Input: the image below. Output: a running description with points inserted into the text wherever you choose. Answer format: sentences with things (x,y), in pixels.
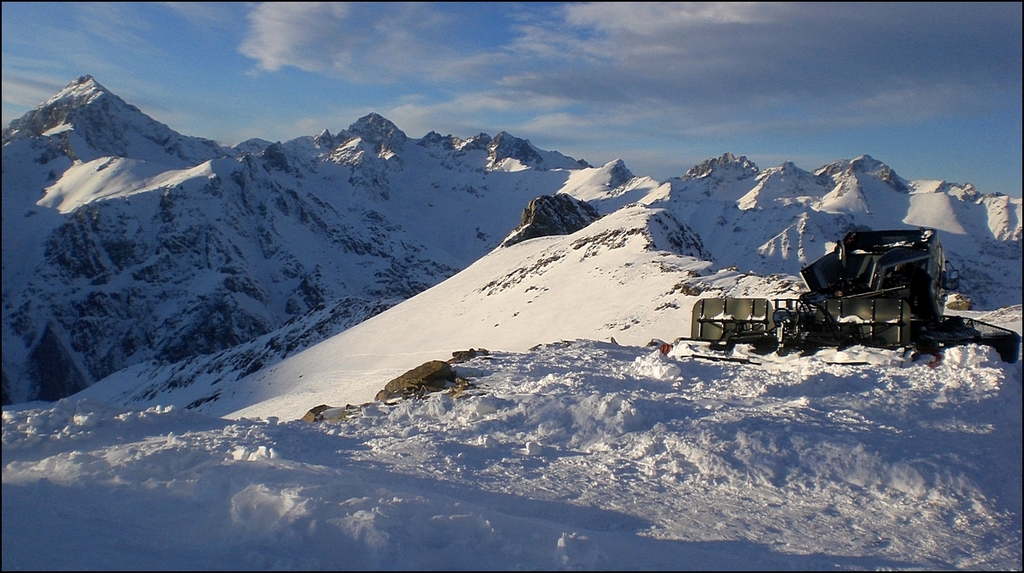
In this image there is an ice mower (822,316) on the snowy mountains (495,218), at the top of the image (337,130) there are clouds (304,59) in the sky (159,110).
